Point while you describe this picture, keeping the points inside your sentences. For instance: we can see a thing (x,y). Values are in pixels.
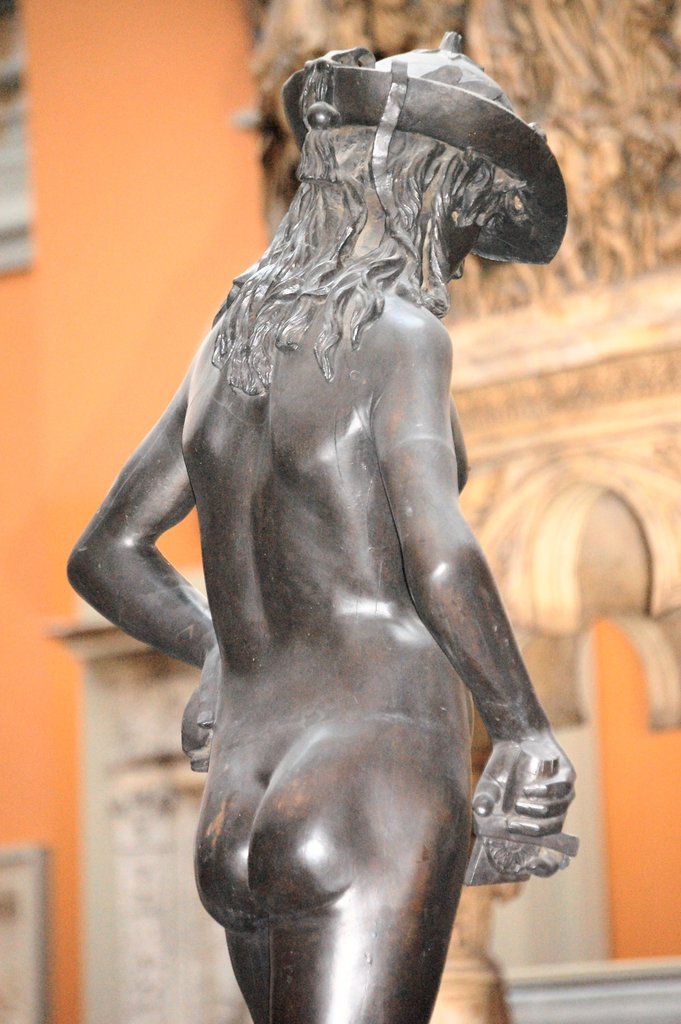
This image consists of a statue (166,524). It is in gray color.
